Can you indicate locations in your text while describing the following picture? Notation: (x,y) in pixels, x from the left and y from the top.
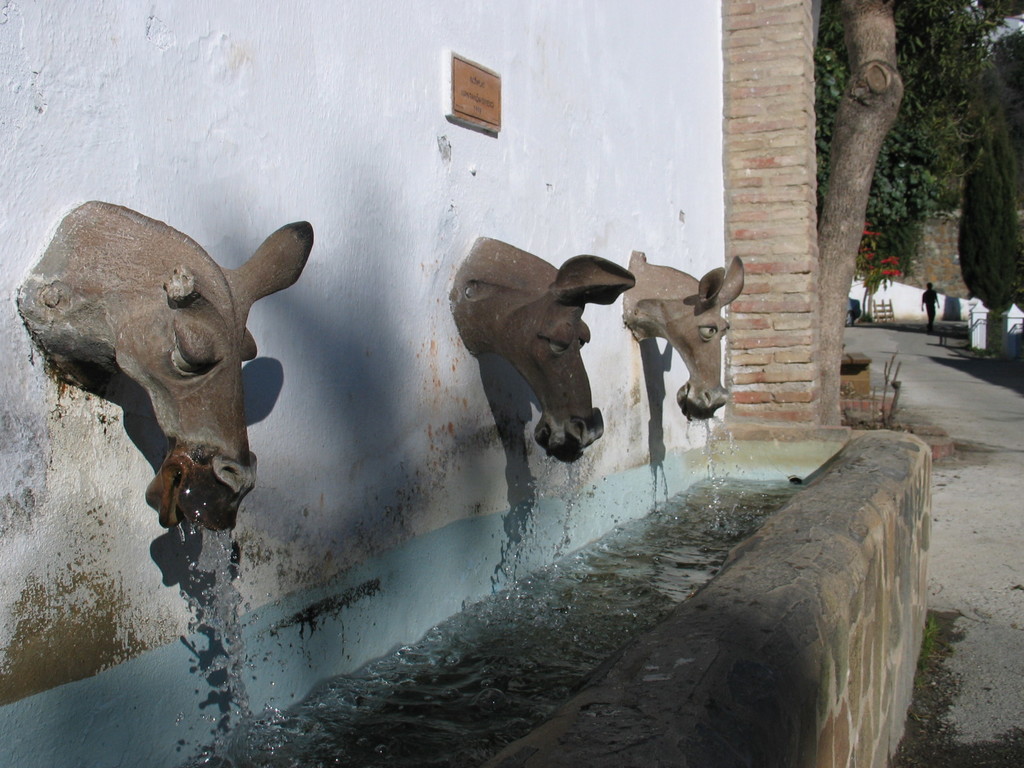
As we can see in the image there is a white color wall (356,406), statues (689,297), trees (1021,132) and a person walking on road (913,324).
